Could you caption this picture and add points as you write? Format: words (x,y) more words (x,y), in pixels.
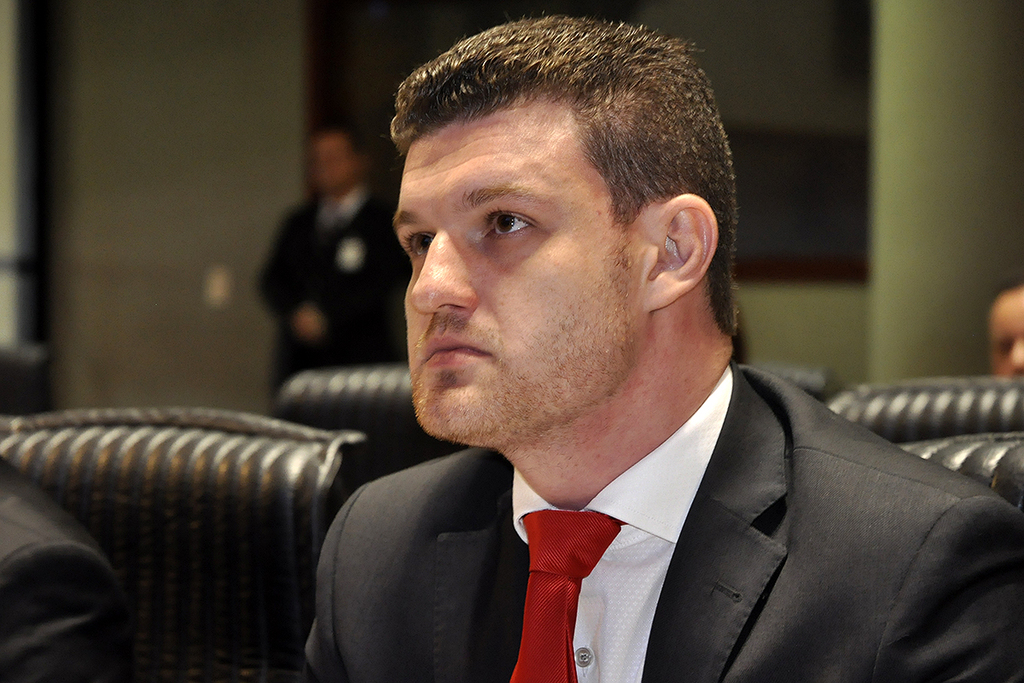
In this image I can see a person (1013,534) sitting and the person (717,560) is wearing black blazer (749,572), white shirt (590,600) and red color tie (560,598). Background (341,315) I can see the other person (318,180) standing and the wall (852,326) is in cream color.
